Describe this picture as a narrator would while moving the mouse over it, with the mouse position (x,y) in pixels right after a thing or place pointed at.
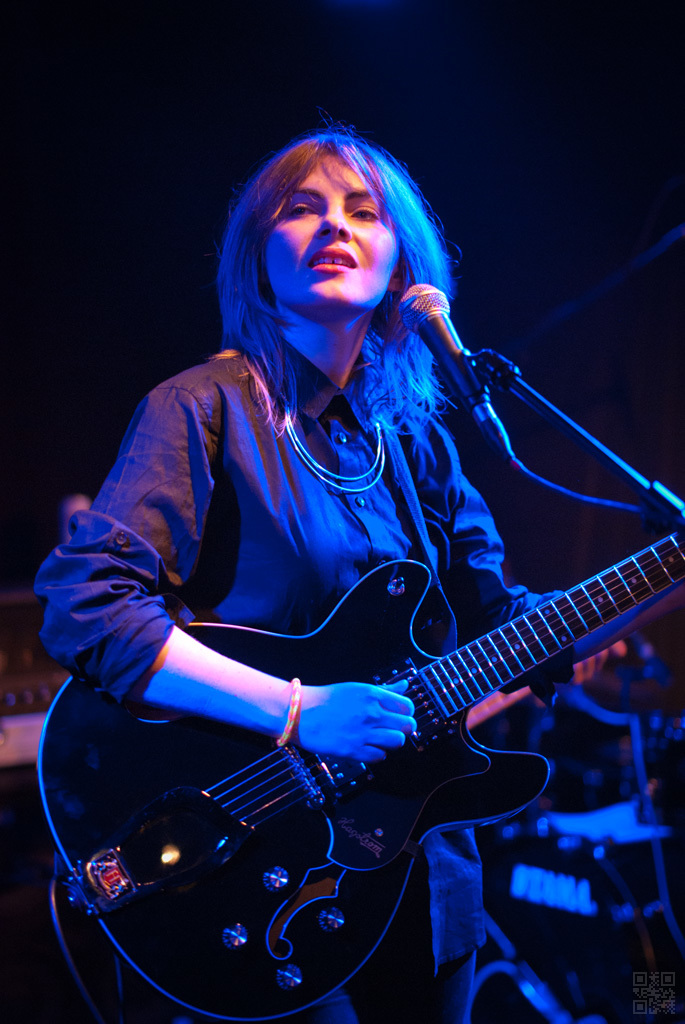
There is a woman (315,438) in the given picture, holding a guitar (344,642) in her hands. In front of her there is a microphone (436,297) and a stand (670,510). She's singing.
